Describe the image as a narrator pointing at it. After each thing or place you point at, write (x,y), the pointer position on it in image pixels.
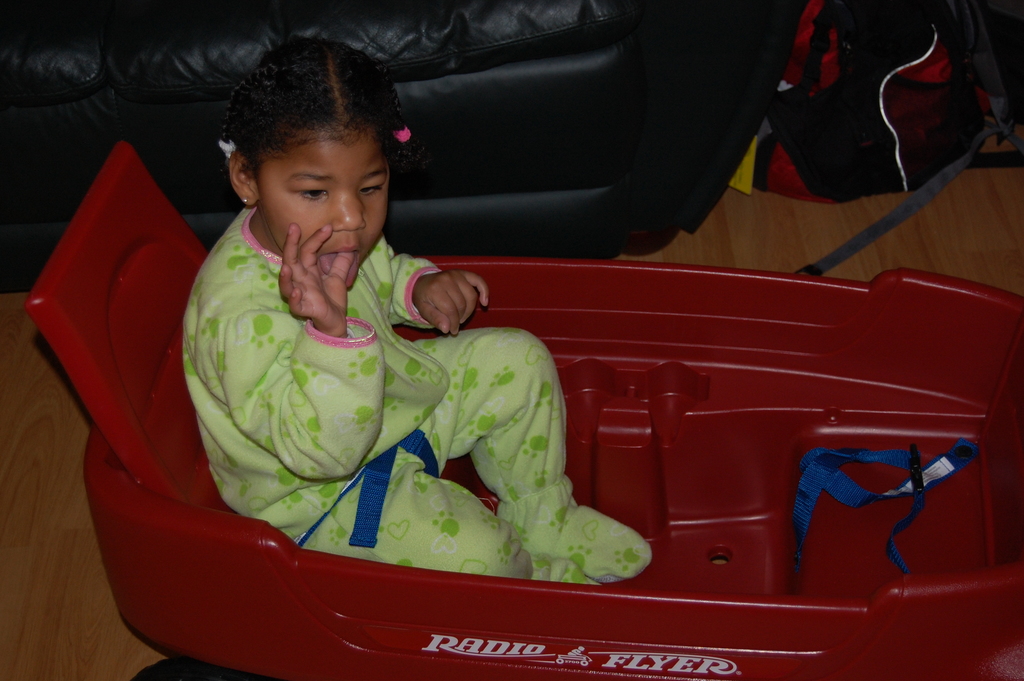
In the center of the image (469,400), we can see a kid (318,319) on the toy ride (658,455) and in the background (172,50), there is a sofa (592,95) and we can see a bag (890,92). At the bottom (58,574), there is a floor (50,556).
